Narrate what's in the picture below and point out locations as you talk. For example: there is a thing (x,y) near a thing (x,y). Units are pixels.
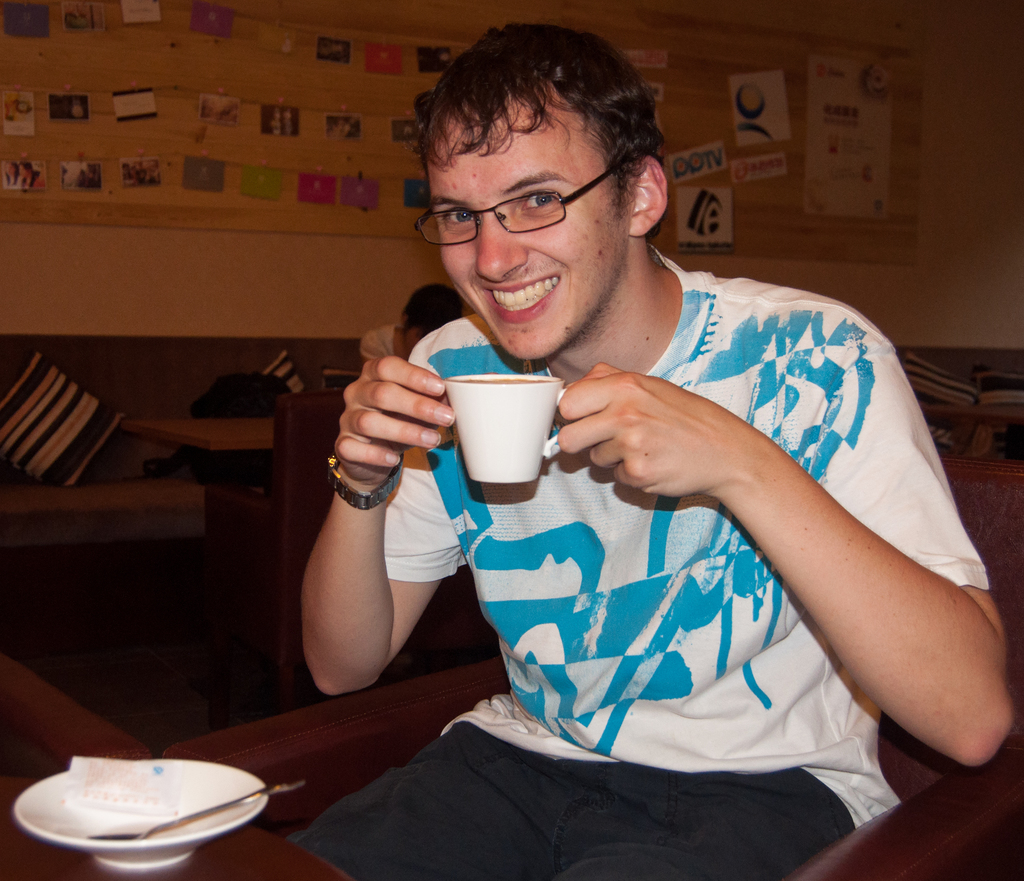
In this picture we can see a man (563,477) who is holding a cup (508,447) with his hands (595,444). He is smiling and he has spectacles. This is the table (250,872). On the table (250,872) there is a saucer (61,805). Here we can see pillow (102,411). On the background (1001,215) there is a wall (967,212). These are the posters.
